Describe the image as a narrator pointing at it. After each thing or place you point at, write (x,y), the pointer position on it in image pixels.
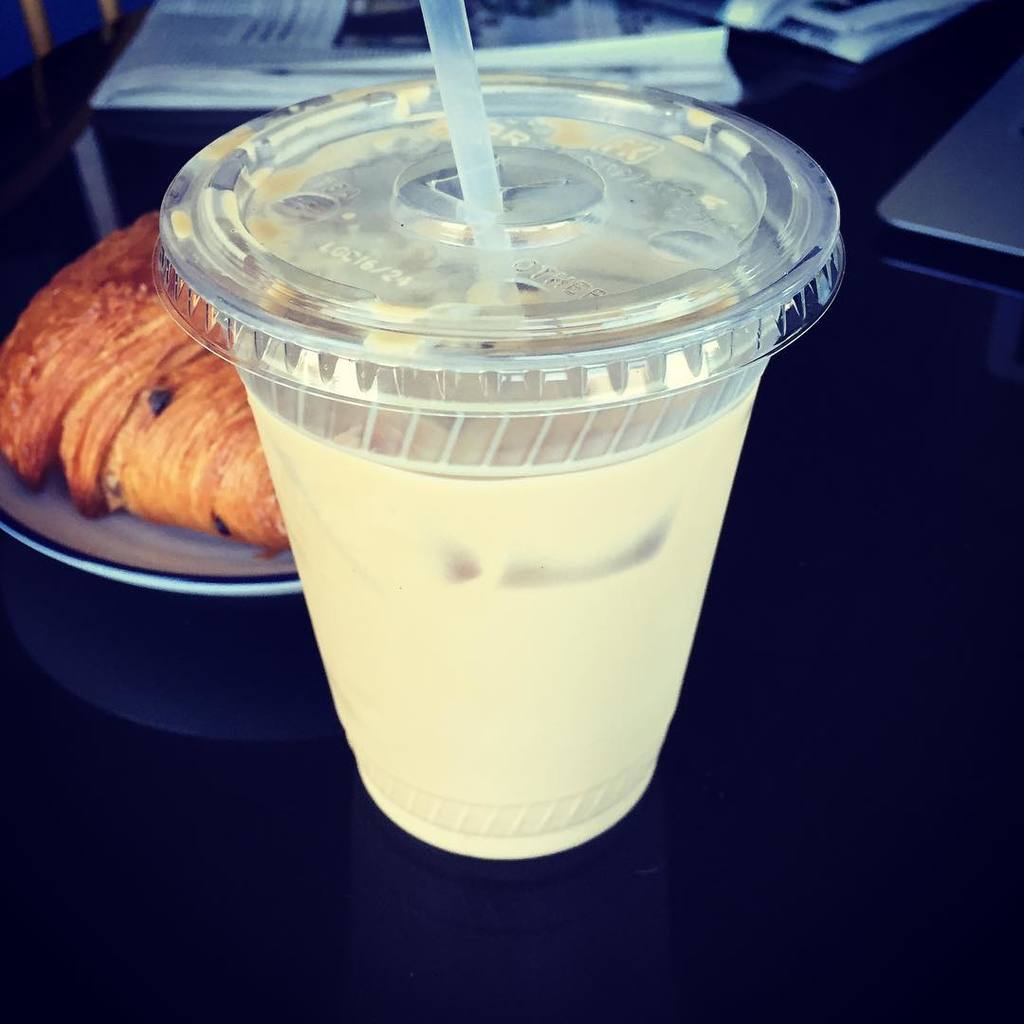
In this image I can see the cup (463,600), plate (189,549) with food (82,421) and papers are on the black color table (804,725). The plate (152,539) is in white color and the food (72,299) is in brown color.
